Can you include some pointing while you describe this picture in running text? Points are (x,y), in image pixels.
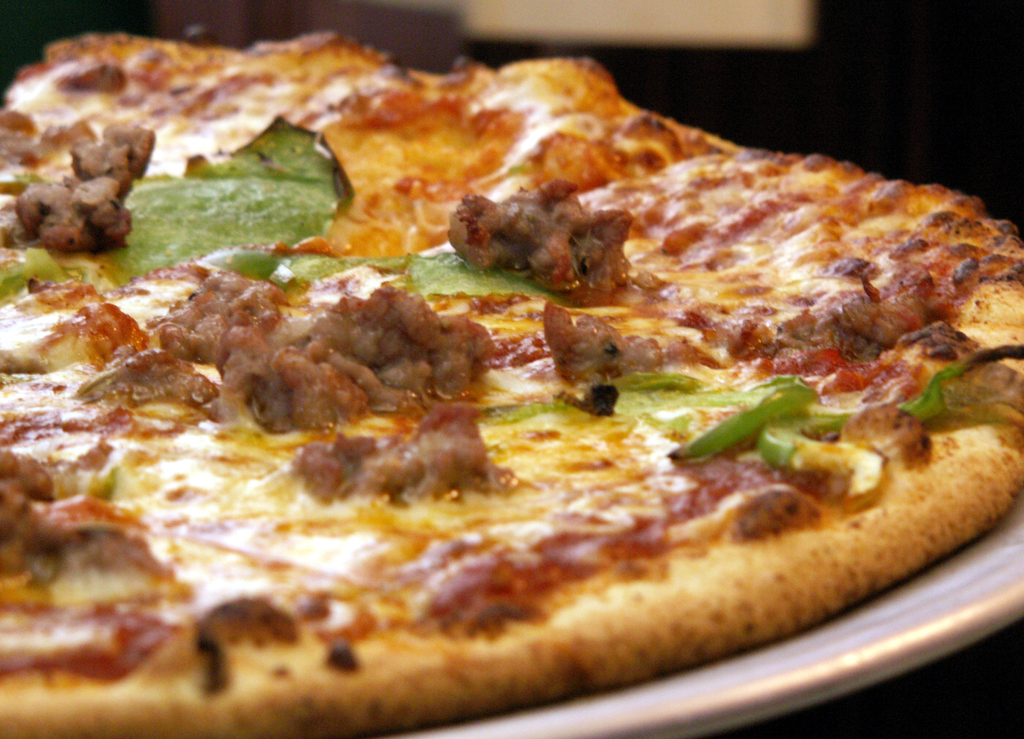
In this picture, we see a white plate (680,702) containing pizza (532,432).
